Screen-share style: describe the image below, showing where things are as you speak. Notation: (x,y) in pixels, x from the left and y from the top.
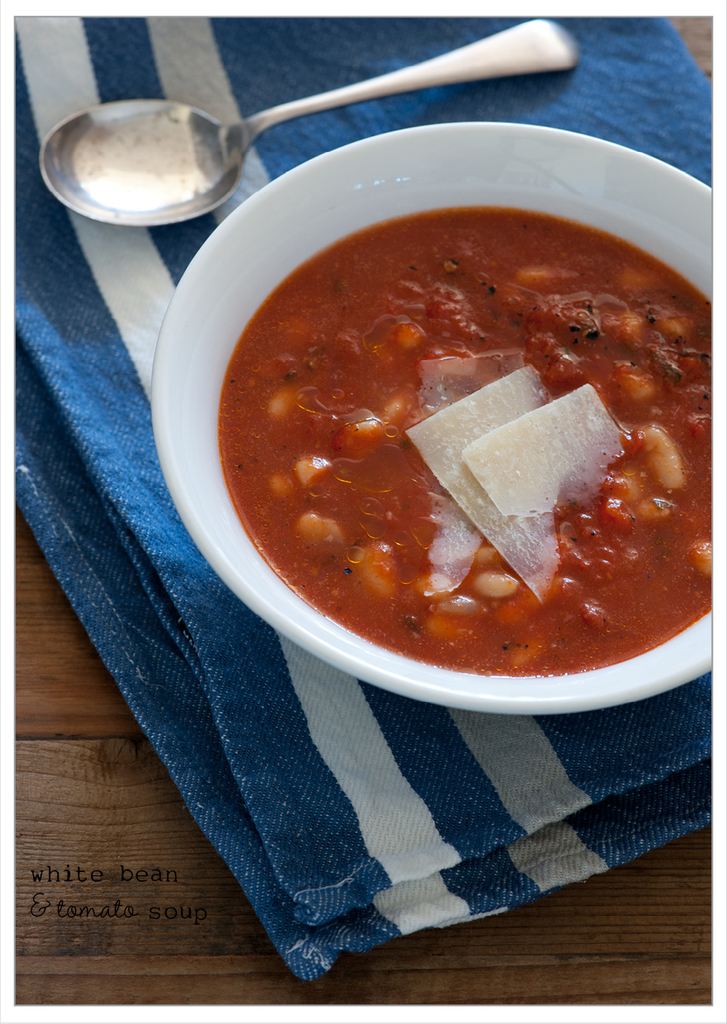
In this picture, it looks like a table (123,853) and on the table (123,853), there is a cloth (205,586), spoon (162,185) and there is some food (449,455) in a bowl (236,570).
